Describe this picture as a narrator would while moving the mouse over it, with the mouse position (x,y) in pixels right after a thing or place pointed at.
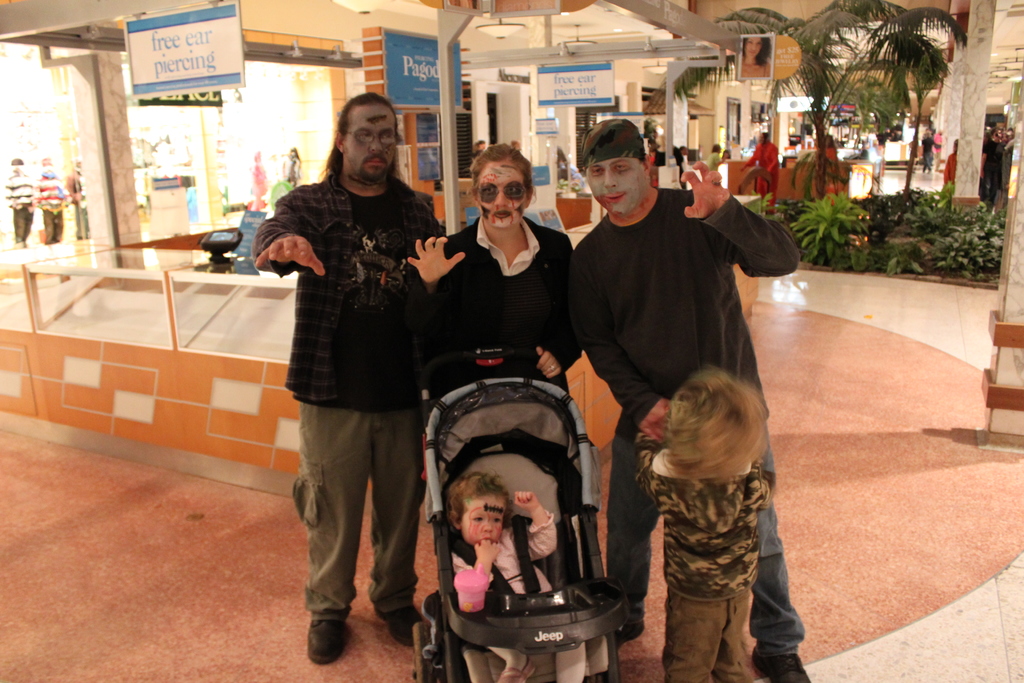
In this picture, there are people (517,326) wearing Halloween makeup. All the people (543,284) in the center (398,263) are wearing black. The woman (541,317) in the center (442,434) is holding a baby vehicle (551,430). In the vehicle (513,605), there is a kid (539,540). Beside him there is another kid (711,453). In the background (213,188), there are stores (234,93) and boards (404,56). Towards the right (932,253), there are people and plants (954,261).
